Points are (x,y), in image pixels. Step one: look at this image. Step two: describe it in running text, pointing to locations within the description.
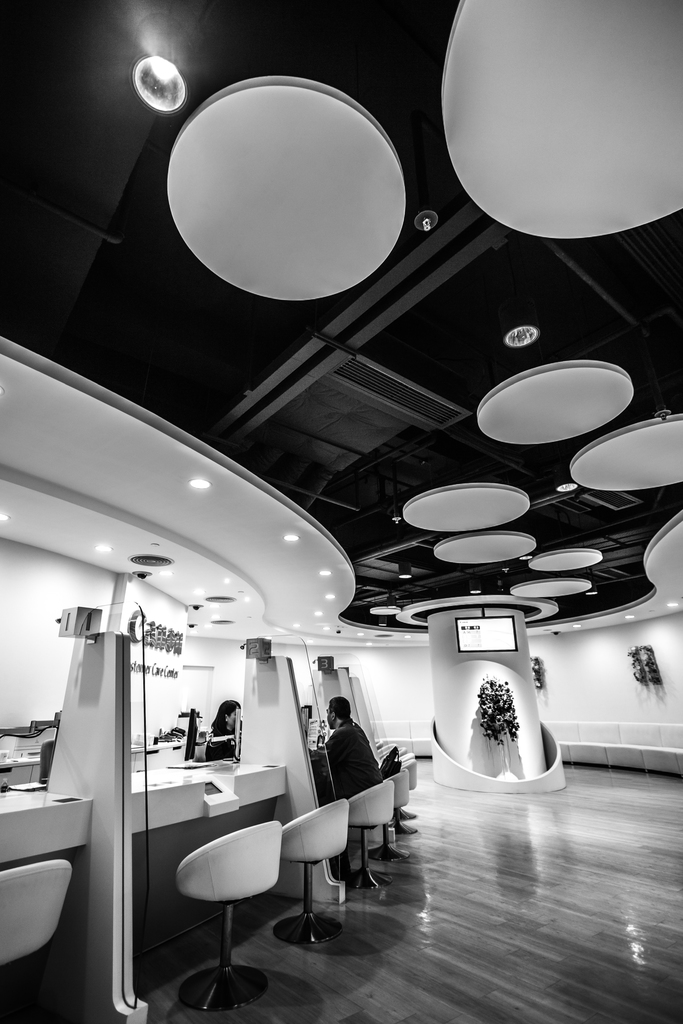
The image is taken inside a building (513,975). There is a counter (35,848) on the left side (171,839). There is a lady (232,742) sitting in a counter (216,761). There are chairs (311,869). There is a man (357,771) sitting on a chair (363,802). In the middle of the image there is a screen (475,646). On the top (506,315) there are lights (526,344).
